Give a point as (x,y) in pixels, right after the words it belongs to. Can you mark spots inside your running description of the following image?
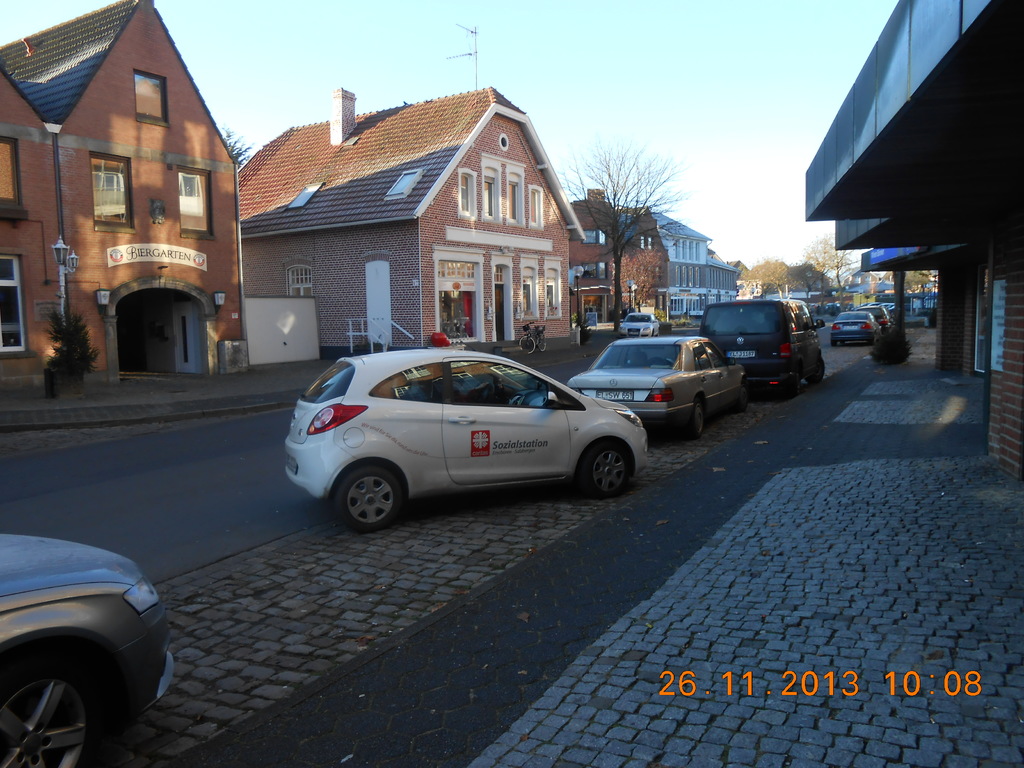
In the picture we can see a street (170,695) with a road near to it we can see a path (639,748) with some cars (634,342) are parked near it and on the either sides of the path (636,586) we can see house buildings (859,158) with door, windows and in the background (819,272) we can see some trees (752,271), poles (634,302) and sky (770,231).
